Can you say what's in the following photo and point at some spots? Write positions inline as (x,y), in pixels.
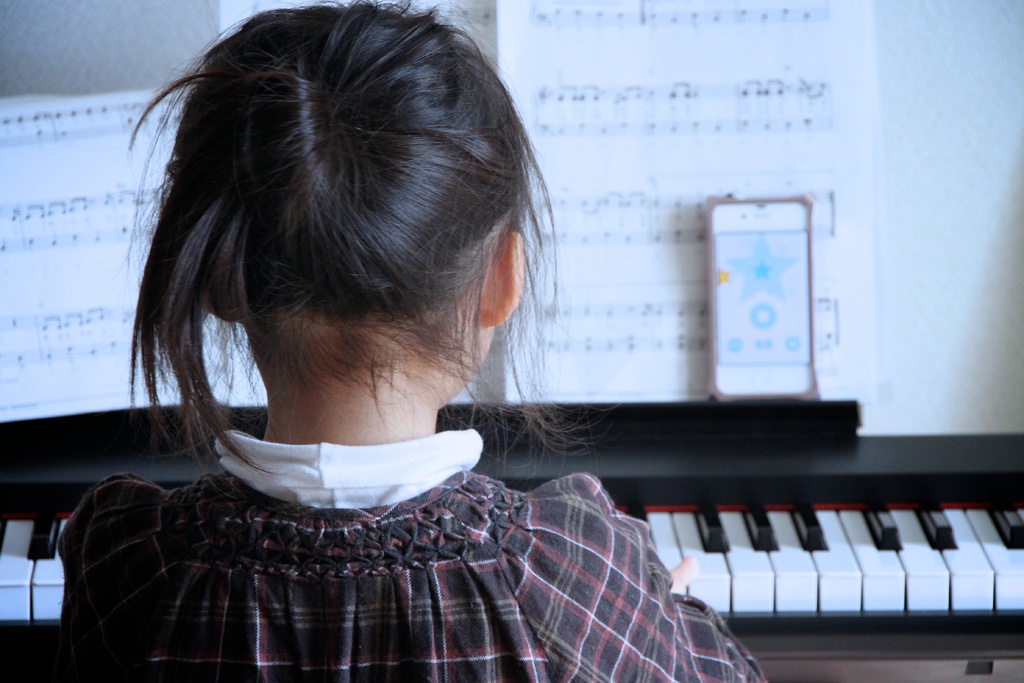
In this image i can see a girl (388,388) playing piano (664,527) at the background (663,236) i can see a paper (656,62) and a wall (986,119).
